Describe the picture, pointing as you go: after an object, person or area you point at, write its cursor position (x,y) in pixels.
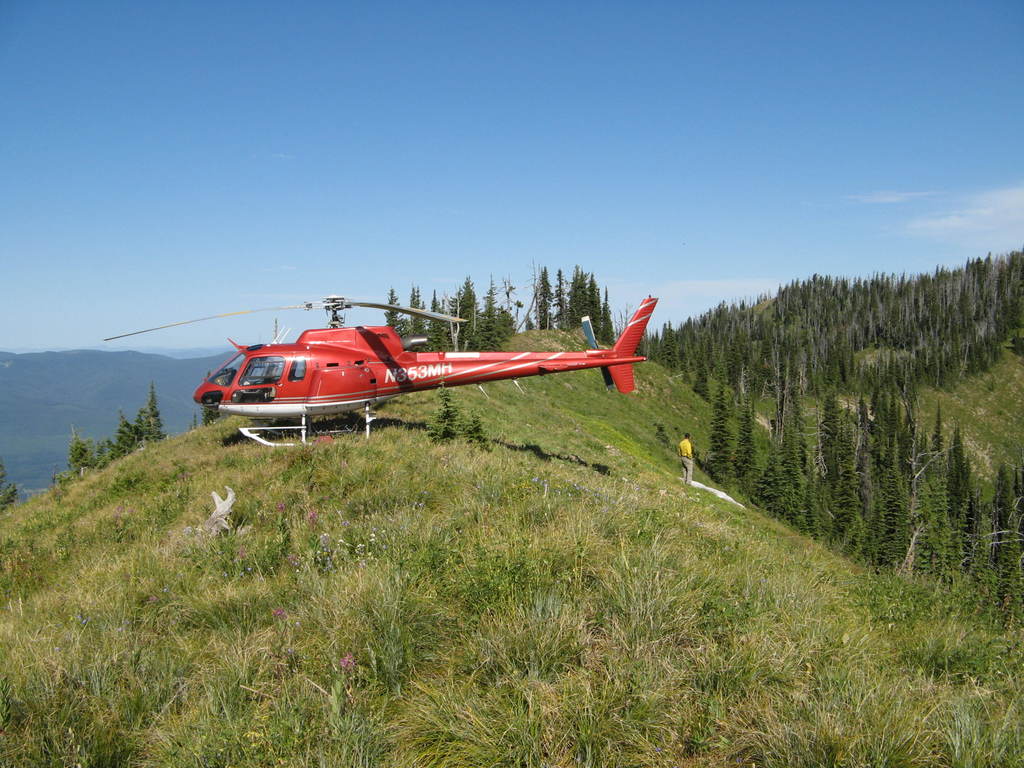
In this image we can see a helicopter (309,388). On the ground (401,508) there are plants (642,543). Also there are trees (733,474). And we can see a person (683,450) standing. In the background (209,245) there are hills (93,378) and sky (248,218).
